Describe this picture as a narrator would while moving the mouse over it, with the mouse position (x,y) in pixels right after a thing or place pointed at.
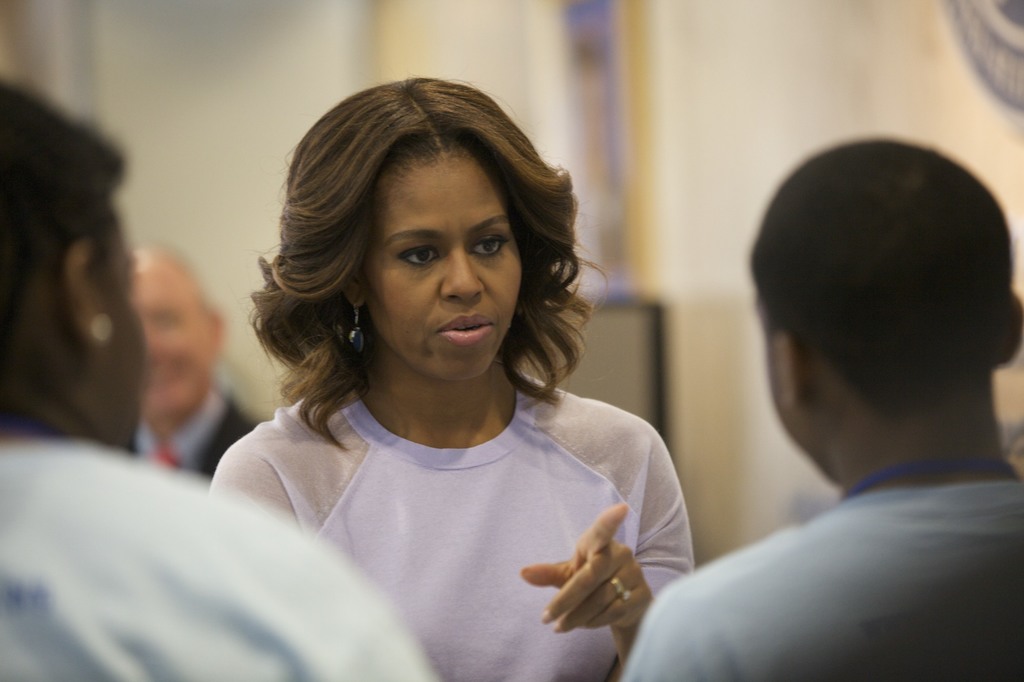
In this image I can see in the middle (457,434) a woman (563,547) is speaking, she wore white color top (497,551). There are two persons (196,529) on either side of this image.
